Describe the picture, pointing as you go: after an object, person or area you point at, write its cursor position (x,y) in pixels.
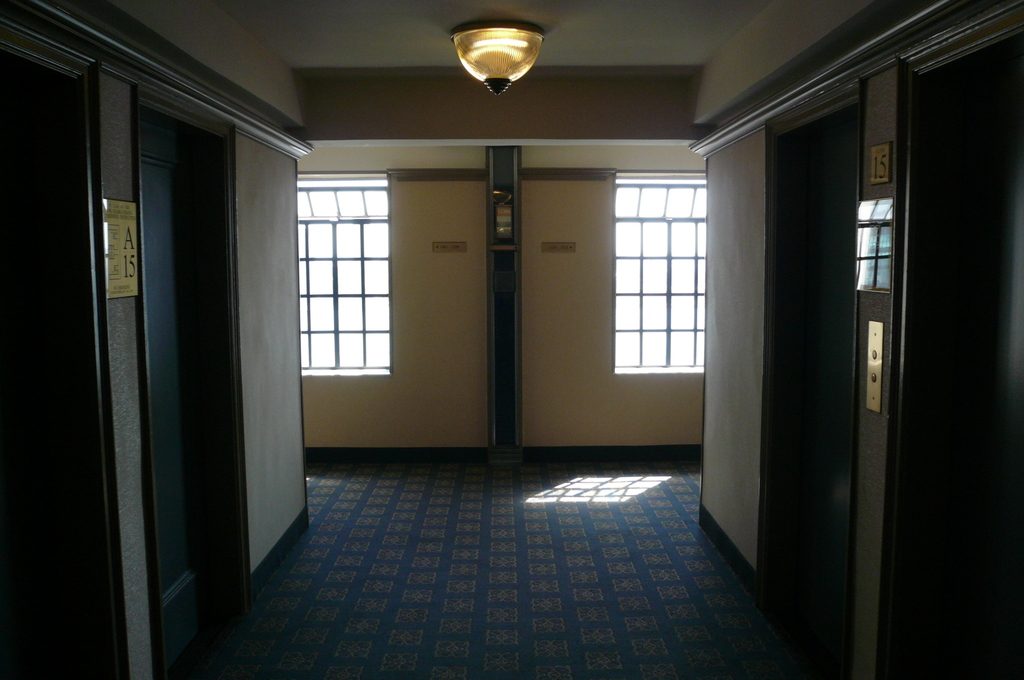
This image consists of a building (443,568). To the left (180,268) and right, there are doors (806,488). In the front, there is a wall (588,385) along with windows (346,324). At the top (478,38), there is light (495,31) to the roof (476,13).
